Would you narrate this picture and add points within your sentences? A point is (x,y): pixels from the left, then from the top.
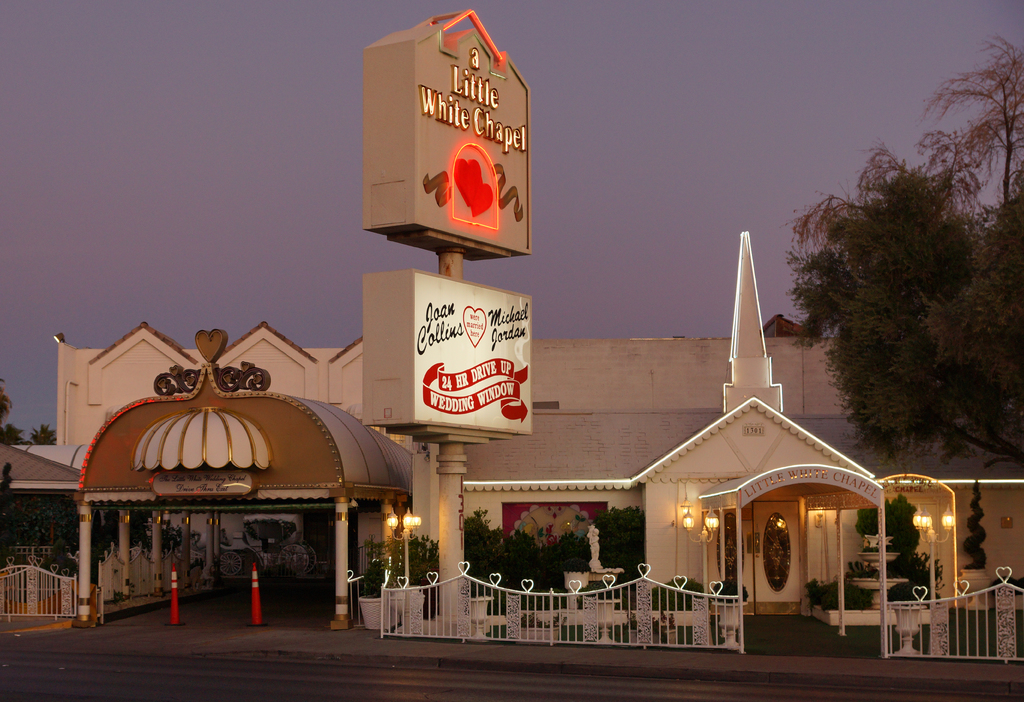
In this image we can see buildings (559,400), street poles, street lights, grills (488,610), house plants (523,546), trees (114,538), name boards (427,157) and sky (302,209).
